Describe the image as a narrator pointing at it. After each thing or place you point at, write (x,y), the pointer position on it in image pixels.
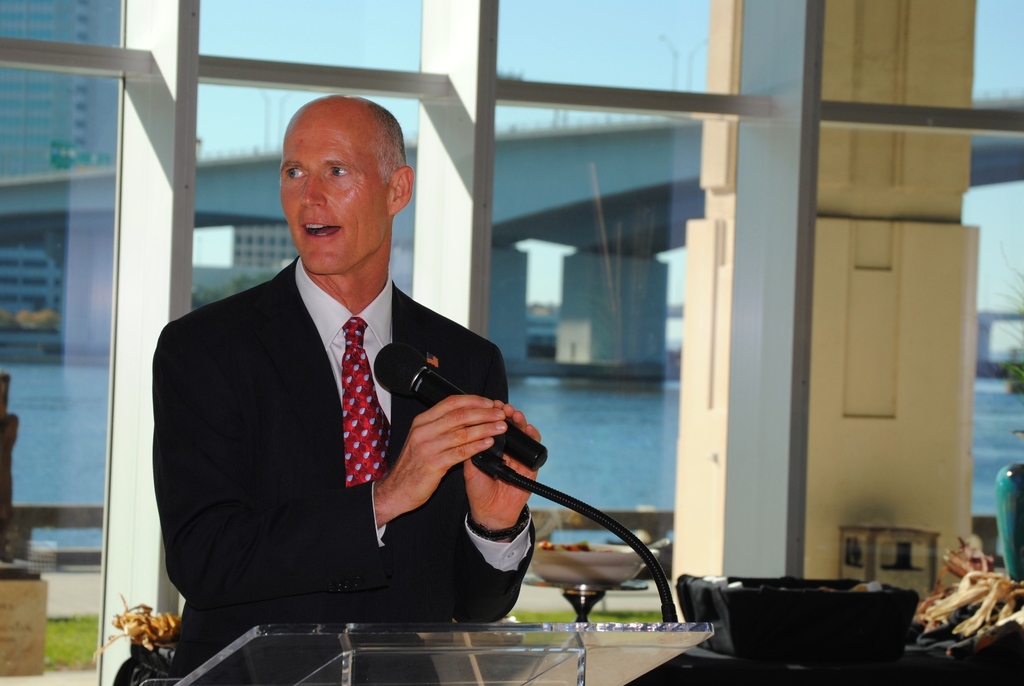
There is a person (322,325) standing and holding a mic (433,374). In front of him there is a podium (393,648). In the back (703,312) there is a glass wall (597,270). Through that we can see a bridge (567,234) with pillars (502,250) and water (548,403). On the right side (786,614) there is a black box (852,607) and some other things (956,577).
